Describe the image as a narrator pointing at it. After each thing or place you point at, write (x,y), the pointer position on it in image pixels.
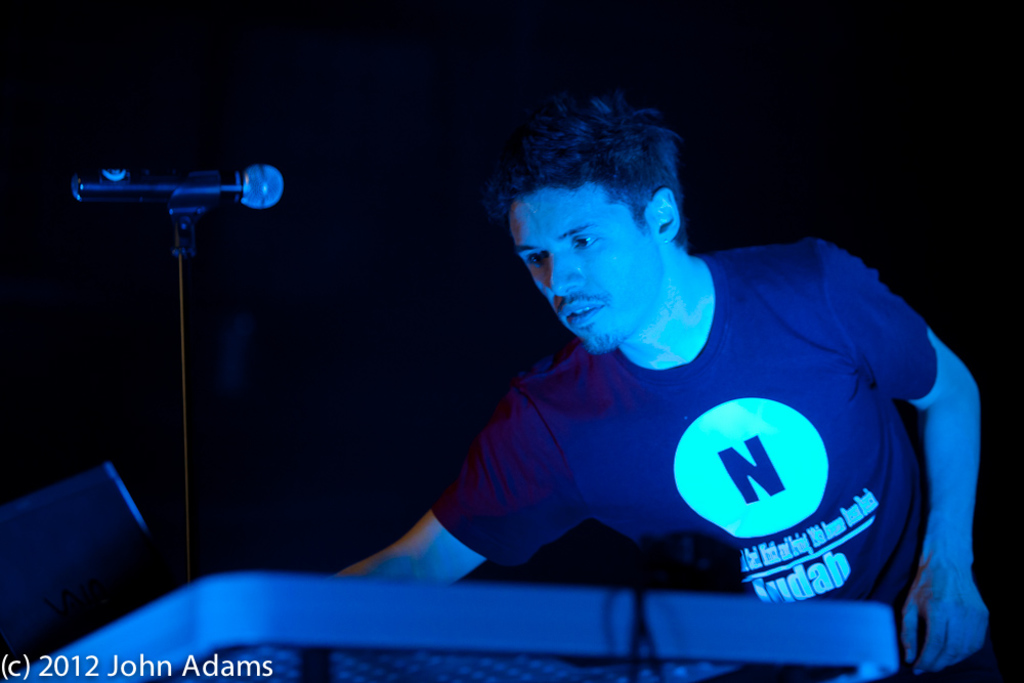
In this picture in the front (545,615) there is a table (487,609) and on the left (178,185) there is a mic (185,196). Behind the table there is a man (687,415) standing.
